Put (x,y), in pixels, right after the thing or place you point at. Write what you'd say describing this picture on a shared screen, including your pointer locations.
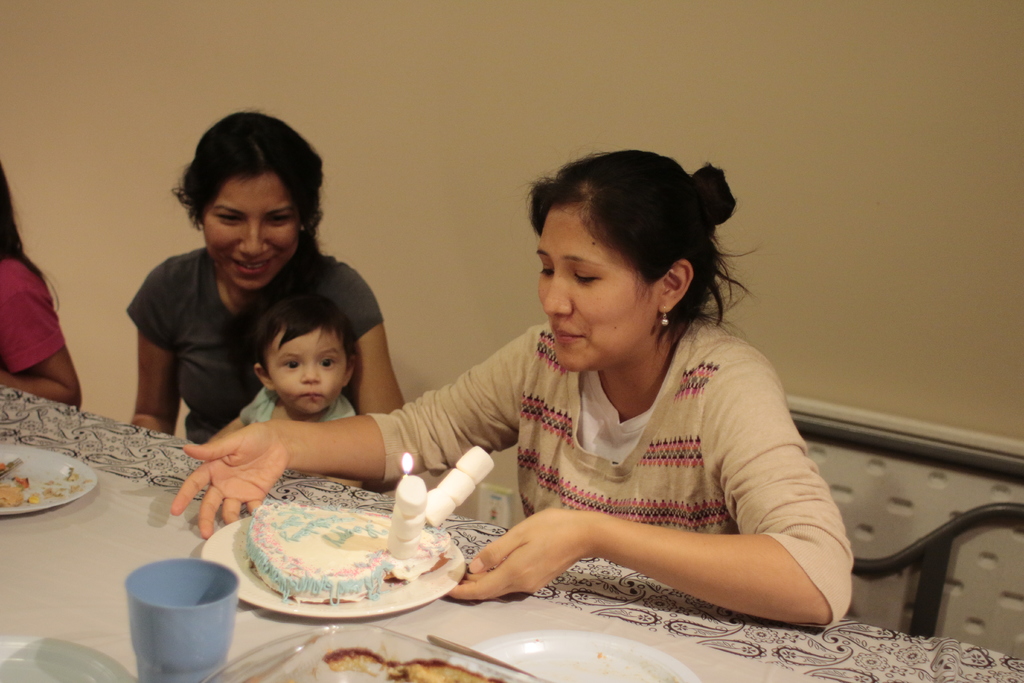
There are two women (381,317) sitting on the chairs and smiling. This is a small baby (304,404). This looks like a table (74,546) with plates (578,655), glass (213,628) and few things (471,654) on it. This plate (313,610) contains a cake (352,576) with a candle (416,504). I think this is the wall (432,122). At the left corner of the image (24,273), I can see a person (23,310).
